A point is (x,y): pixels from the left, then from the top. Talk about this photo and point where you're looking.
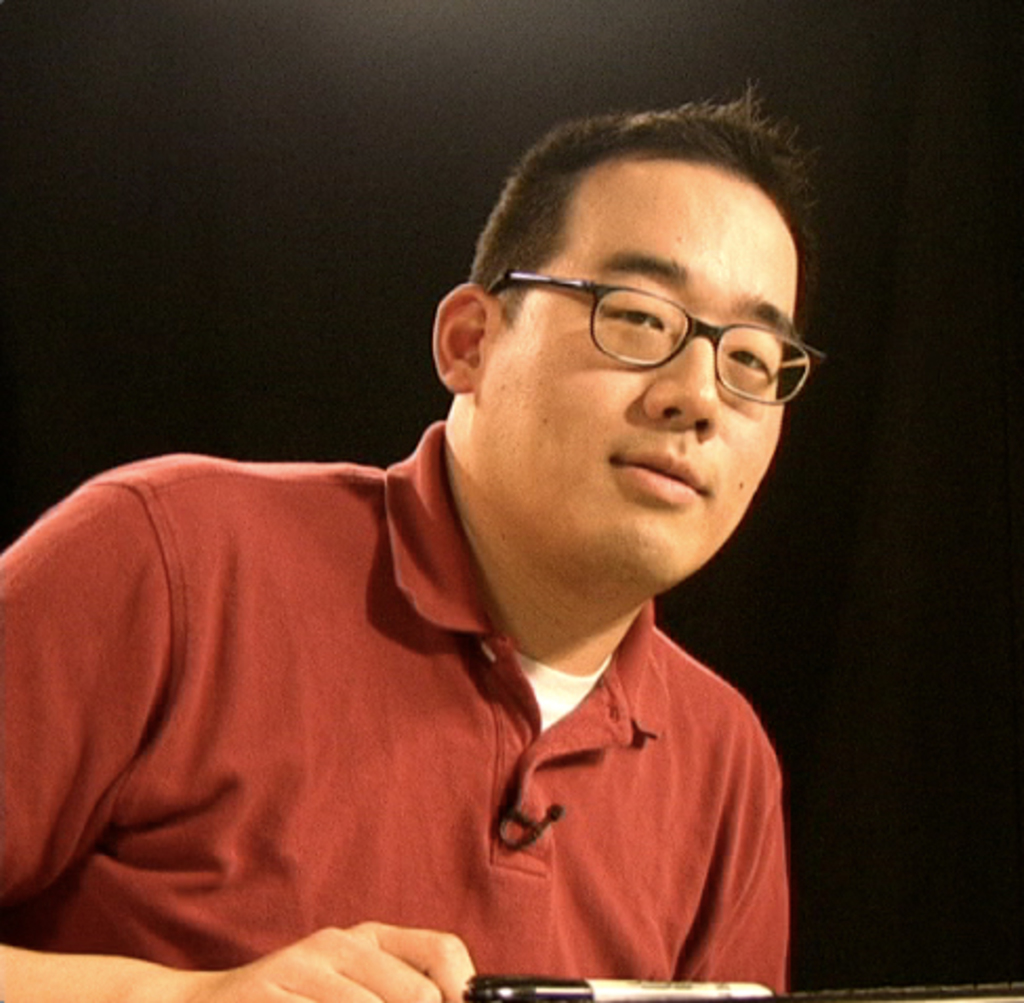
In this picture we can see a man (633,808) with a red shirt (595,835). In Front of him there is a marker (621,995) with cap (555,995). He is wearing a spectacles (716,376).
